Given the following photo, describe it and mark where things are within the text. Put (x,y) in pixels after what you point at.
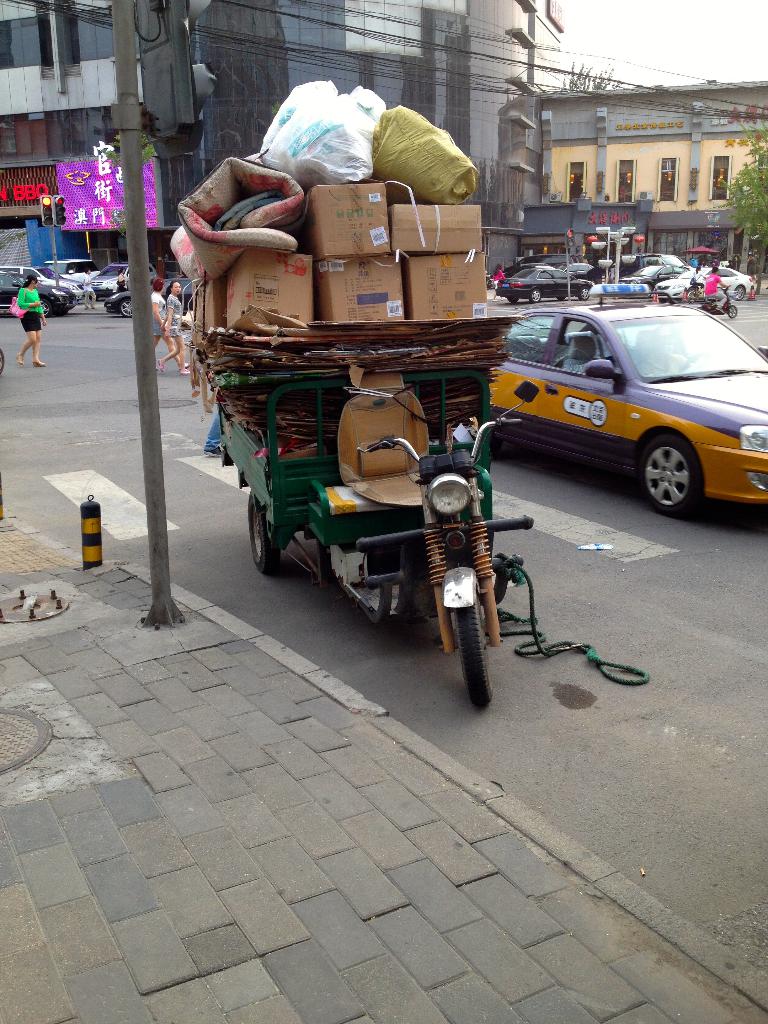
In this image, there are a few people (23,343) and vehicles (592,309). We can see the ground (225,775) with some objects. There are a few poles (120,8). We can see some boards (752,115) with text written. We can see some wires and trees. We can see the sky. We can see some traffic lights (49,199) and a blue colored object (32,231).
